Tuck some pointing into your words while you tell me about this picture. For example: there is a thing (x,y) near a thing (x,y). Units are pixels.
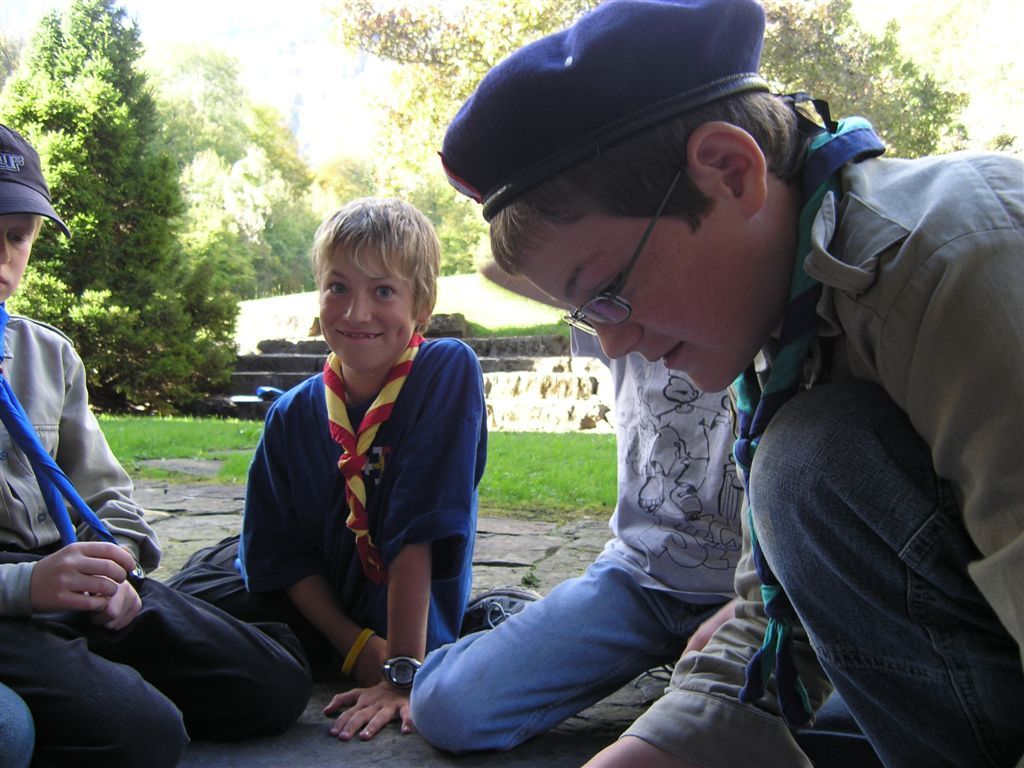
In this image we can see children (345,553) on the ground (196,535), there are few trees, stairs (300,374) and grass (579,463) in the background (929,85).
